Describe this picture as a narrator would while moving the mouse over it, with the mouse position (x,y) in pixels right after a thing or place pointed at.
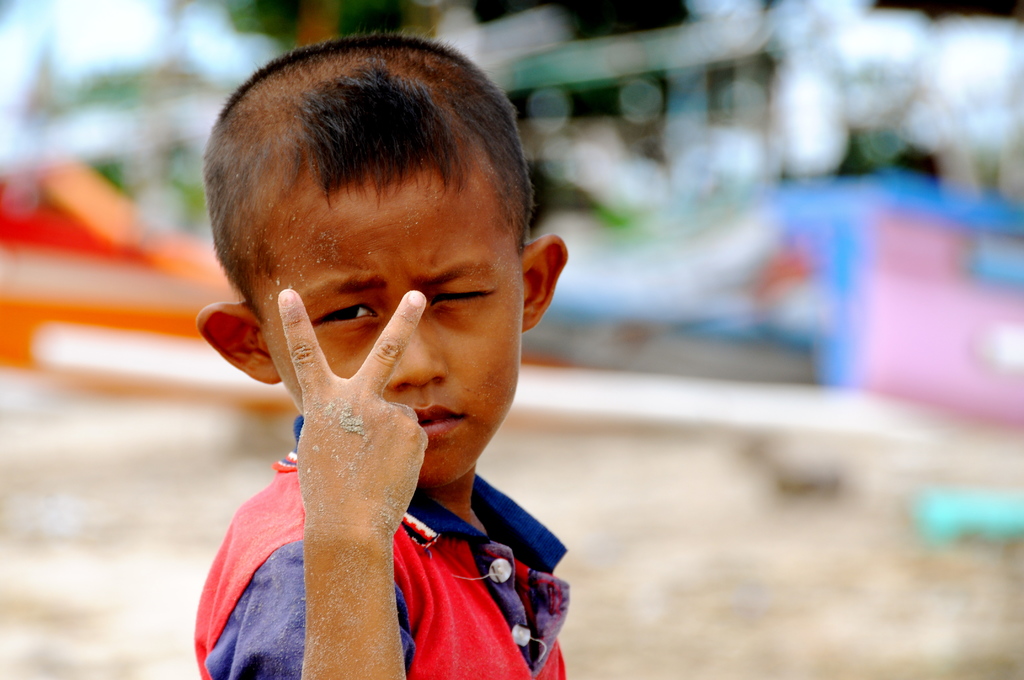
In the image we can see a boy (494,498) wearing clothes (460,605) and he is showing two fingers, and the background (19,61) is blurred.
